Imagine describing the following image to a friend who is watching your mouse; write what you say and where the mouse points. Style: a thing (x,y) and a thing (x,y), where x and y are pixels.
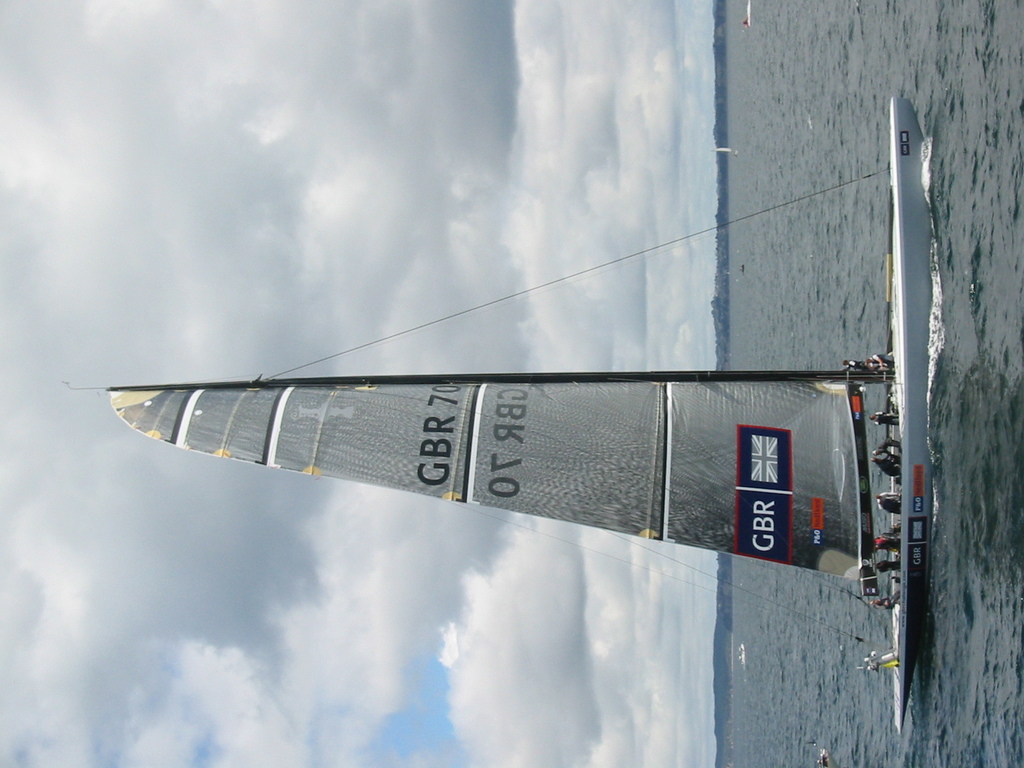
In this image I can see water (943,496) and in it I can see a white colour boat (897,383). I can also see few people (878,417) on this boat (842,500) and here I can see something is written. In the background (579,352) I can see clouds (621,75) and the sky (417,720).
